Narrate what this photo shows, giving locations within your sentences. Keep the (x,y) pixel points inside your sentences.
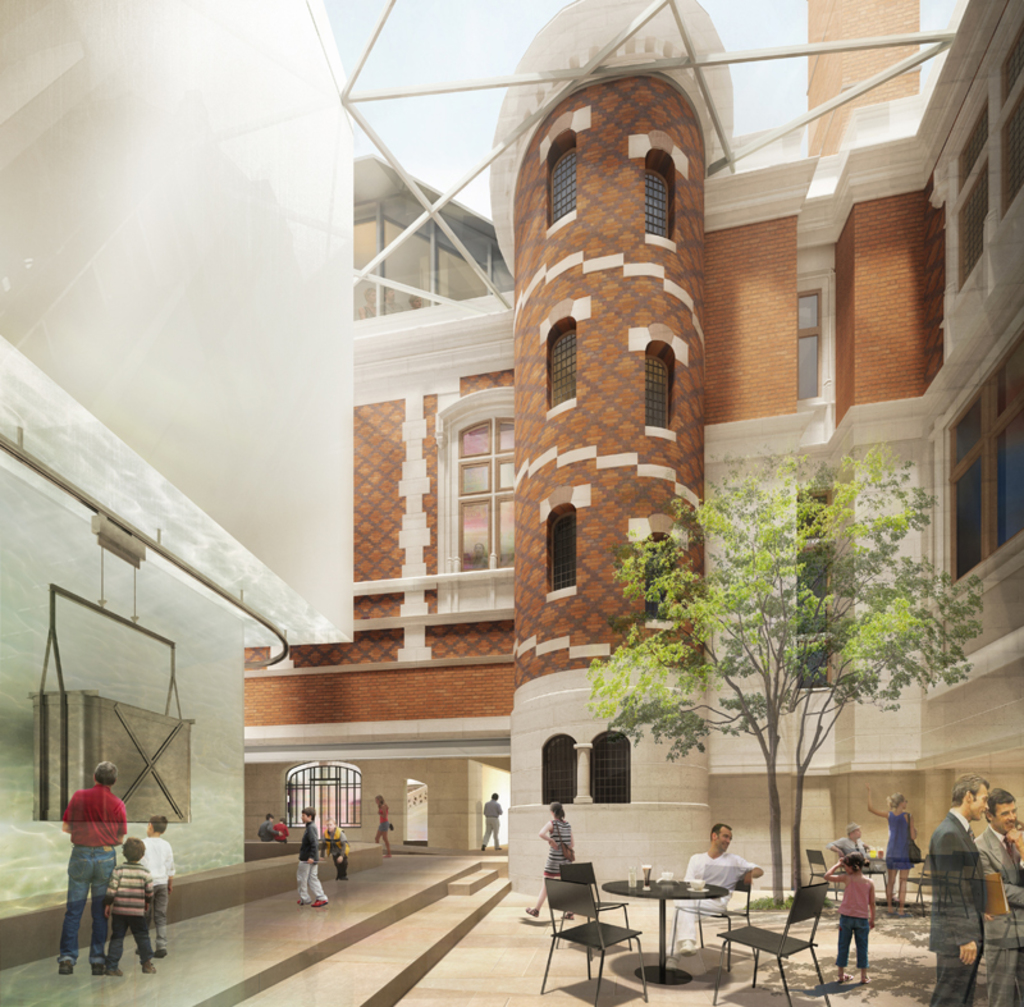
This is the picture taken in a room (354,792), there are group of people (321,898) are standing on the floor (885,913) and man (710,868) in white dress (717,879) was sitting on chair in front of the man (724,862) there is a table (663,897) on the table (656,899) there are some items (649,884). Behind the man (694,876) there is a tree (773,803). Background of the people (111,844) there is a building (518,573) with windows (464,518) and a dome (506,113).
